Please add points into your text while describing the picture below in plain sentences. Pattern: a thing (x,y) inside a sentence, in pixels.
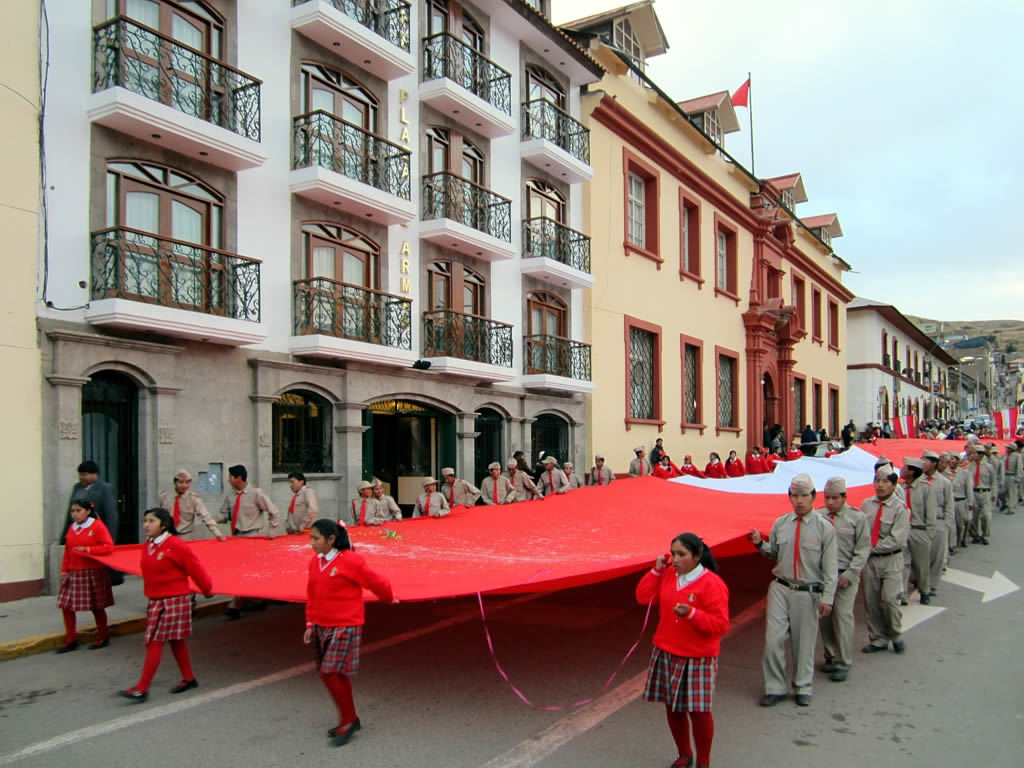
In this picture we can see some people (688,542) are walking on the road (543,617), they all are holding a cloth (599,561), side of the road (571,605) we can see some buildings (546,424).
